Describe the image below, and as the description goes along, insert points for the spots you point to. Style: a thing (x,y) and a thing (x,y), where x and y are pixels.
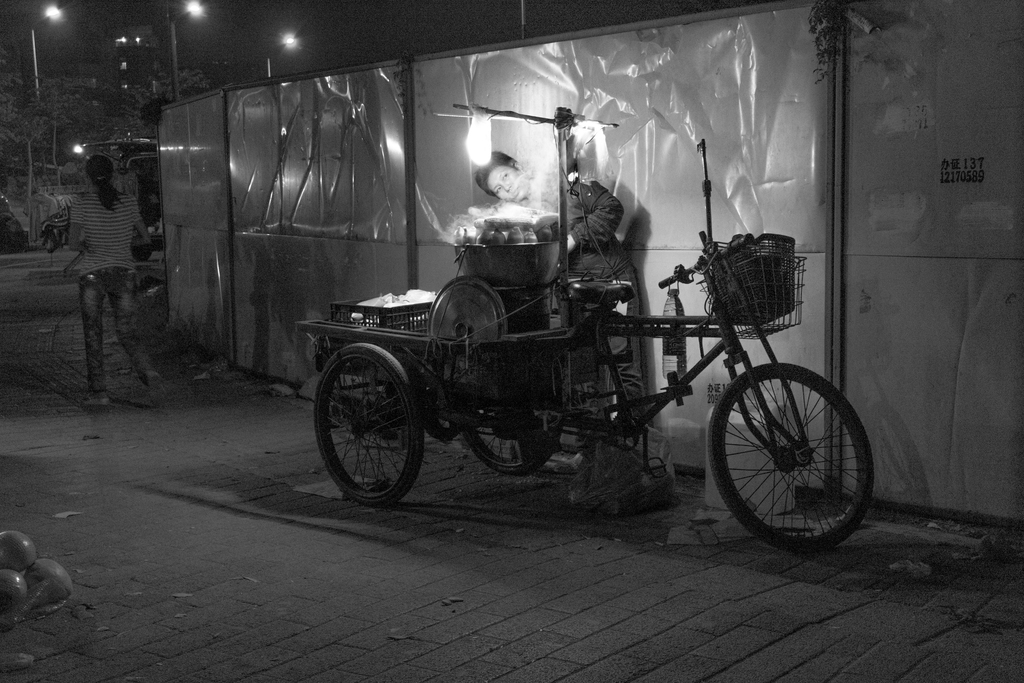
In this image we can see a black and white picture of two persons (590,262) standing on the ground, a cart (561,397) with vessels (518,265), containers (388,321) and baskets (739,303) and a bottle (675,354) placed on the ground (559,560). In the foreground (52,582) we can see some objects (12,595) placed on the ground (673,587). In the background (895,433), we can see a wall (804,157), light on stand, a group of light poles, trees (46,123), building (125,71) and the sky (339,33).
